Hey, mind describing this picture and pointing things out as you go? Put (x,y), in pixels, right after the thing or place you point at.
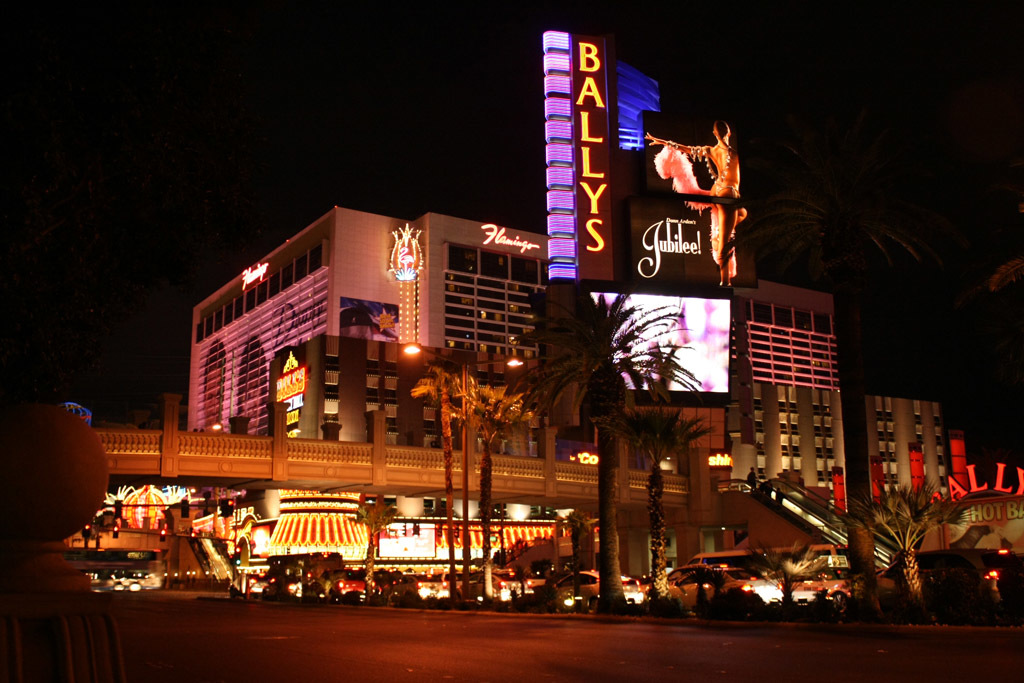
In this image we can see a building (373,401) with windows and the sign boards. We can also see some boards (636,243), a display screen (637,340), a group of trees (606,493), some lights (520,515), poles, a person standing on an escalator (806,506), some plants (728,595), a group of vehicles (755,586) on the ground (641,623) and the sky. On the left bottom (108,464) we can see a round object (13,603).
